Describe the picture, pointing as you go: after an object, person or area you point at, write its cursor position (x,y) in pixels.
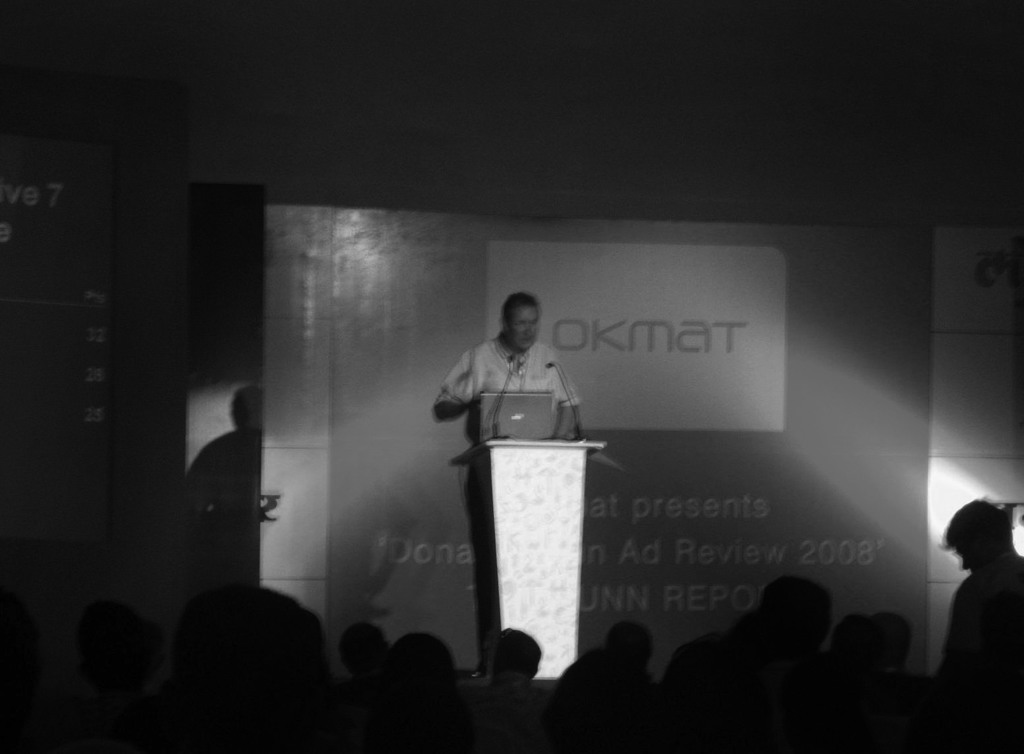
In this image I can see the black and white picture in which I can see number of persons (215,606). I can see the stage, a person (554,387) standing on the stage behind the podium (528,546). On the podium (515,517) I can see a laptop (524,426) and two microphones (571,403). In the background (589,397) I can see the banner (739,402), a screen (91,330) and the dark background (491,80).
